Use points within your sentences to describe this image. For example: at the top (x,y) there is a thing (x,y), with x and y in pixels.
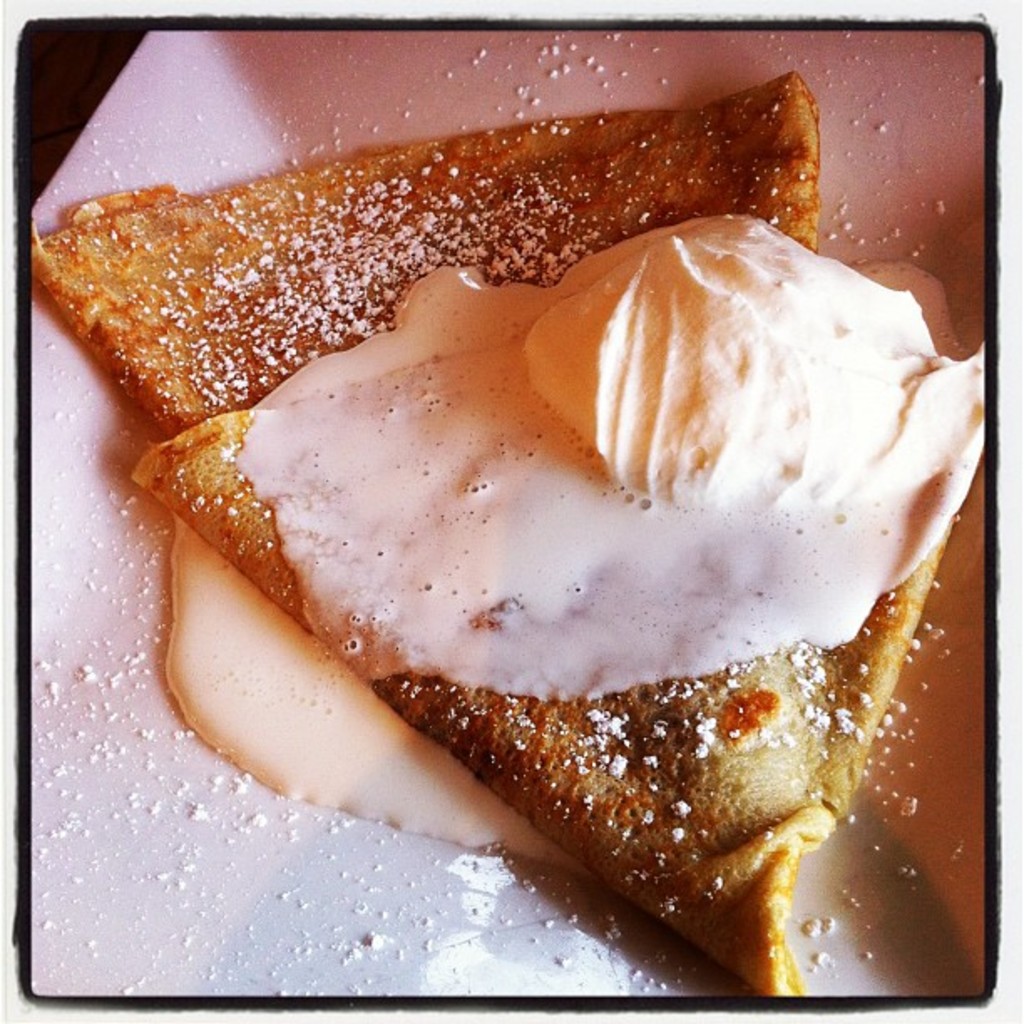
In this image, there is a plate (234,76) contains some food (441,513).
